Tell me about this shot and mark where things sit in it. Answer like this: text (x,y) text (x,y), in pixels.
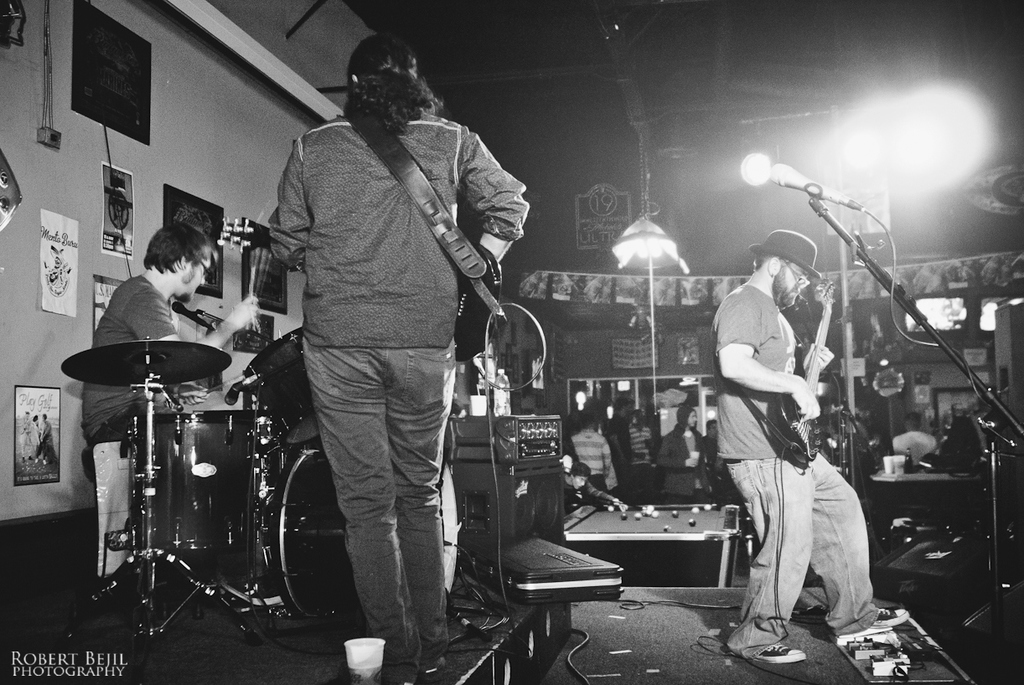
There are few people (378,514) on the stage (255,669) playing musical instruments (314,508). In the background (558,315) we can see group of people (590,471), lights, wall (15,230) and frames (103,226) on it.
